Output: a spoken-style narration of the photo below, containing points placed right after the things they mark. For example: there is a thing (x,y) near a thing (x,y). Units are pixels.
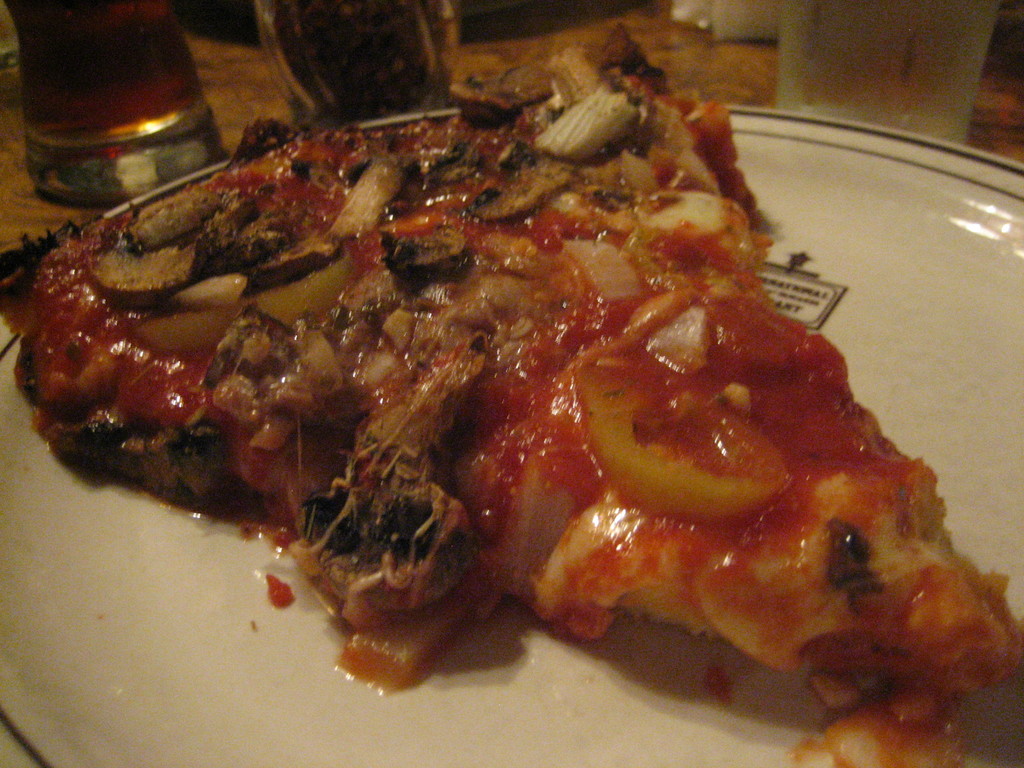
In this image we can see some food (566,414) on the plate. There are few drink glasses (894,43) placed on the wooden surface (765,58).
